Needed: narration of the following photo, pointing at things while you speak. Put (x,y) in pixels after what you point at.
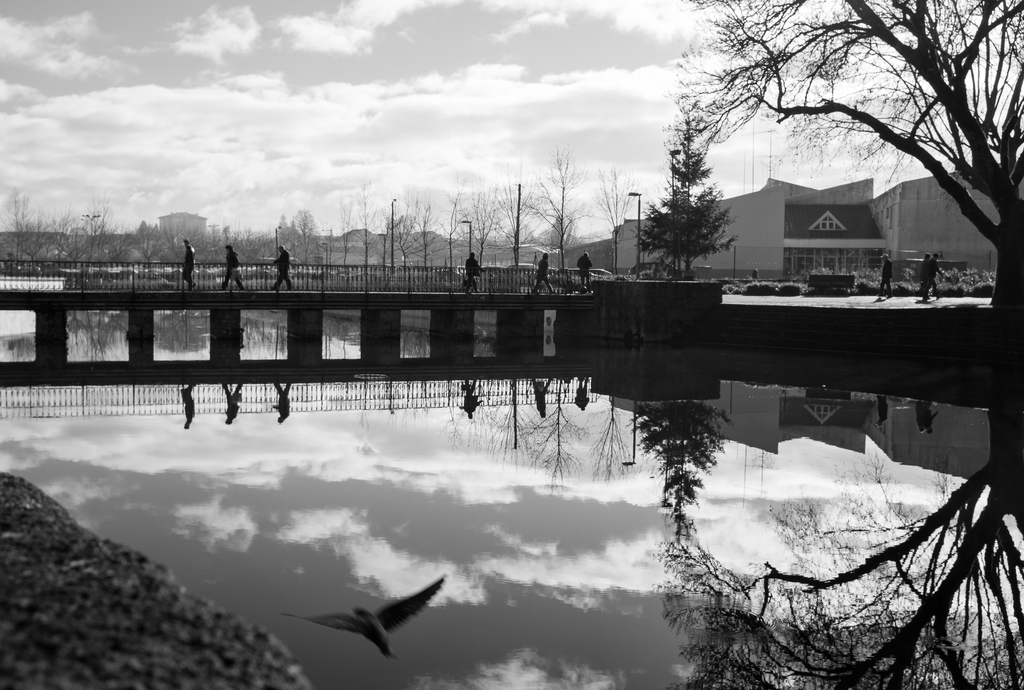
It is a black and white image and in this image we can see the bridge (541,295) and on the bridge (121,291) we can see few people (469,271) walking. Image also consists of buildings (839,233). At the top (313,223) there is a cloudy sky (399,86) and at the bottom (486,492) we can see the water (524,505). Bird (412,606) is also visible in this image.
